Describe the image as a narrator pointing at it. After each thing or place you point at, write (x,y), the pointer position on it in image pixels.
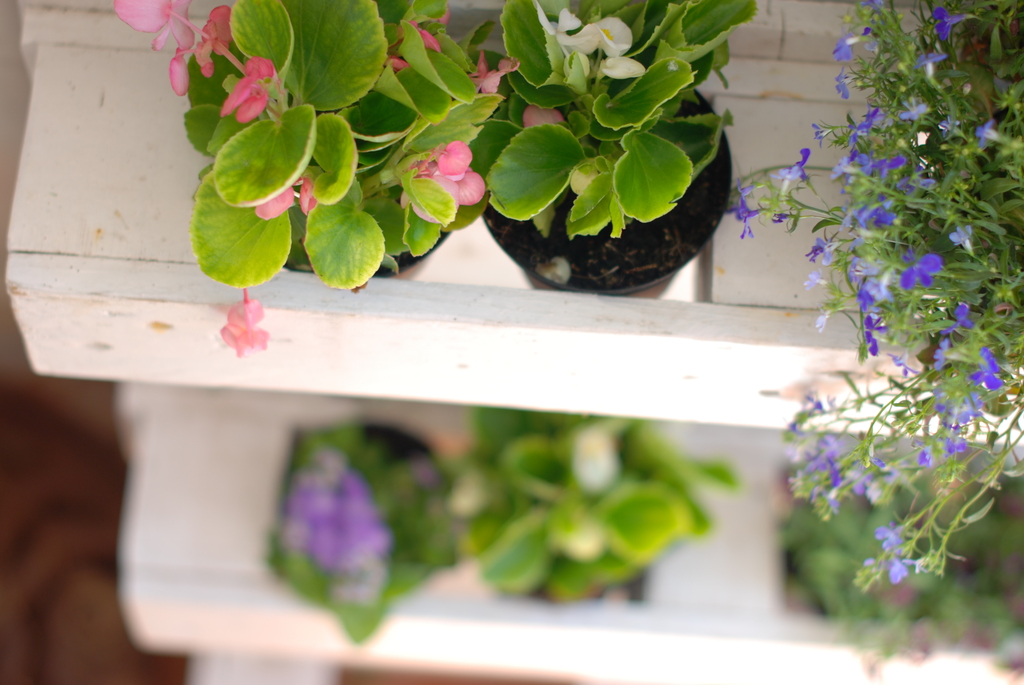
In this image we can see house plants (512,193) placed in the shelves (460,584).
